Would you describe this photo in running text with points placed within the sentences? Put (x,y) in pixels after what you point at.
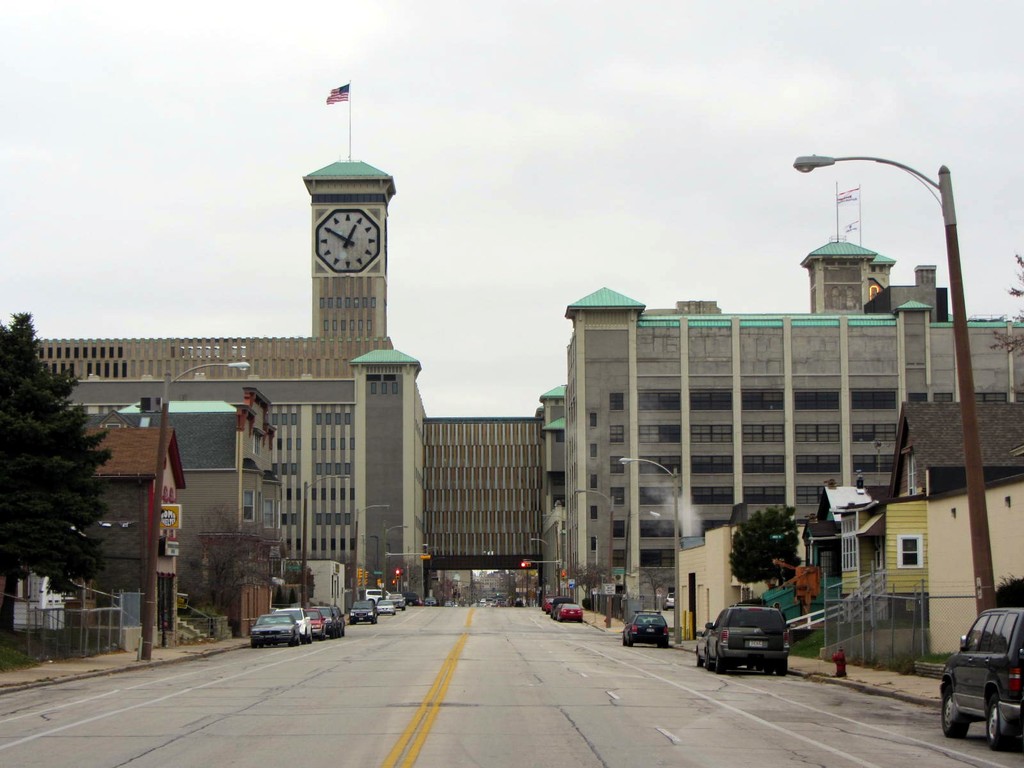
In the background (377,70) we can see the sky (473,46). In this picture we can see the buildings (825,450), houses (917,424), flags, clock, light poles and few objects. On the road (535,616) we can see the vehicles (738,656). We can see the railing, fence (937,627), traffic signals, trees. On the right side of the picture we can see a hydrant (843,655) near to the fence (843,612).
